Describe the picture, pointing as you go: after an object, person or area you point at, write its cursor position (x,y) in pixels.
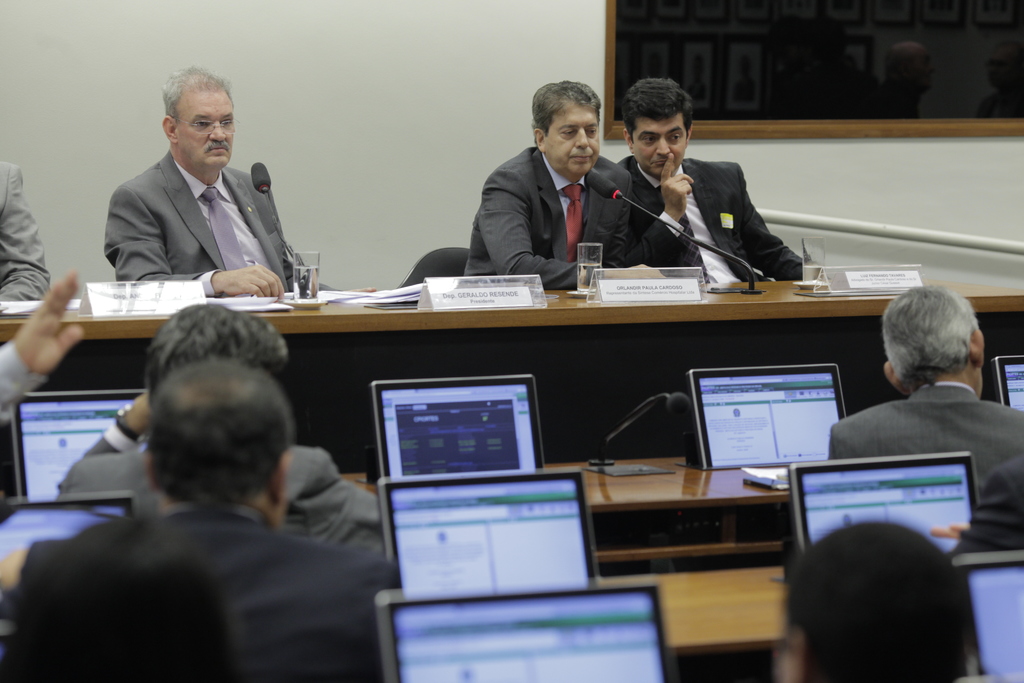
In the picture I can see glasses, papers (271,301) and some text boards (465,304) on the table (556,292). I can see two microphones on the table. I can see laptops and people (323,507).
